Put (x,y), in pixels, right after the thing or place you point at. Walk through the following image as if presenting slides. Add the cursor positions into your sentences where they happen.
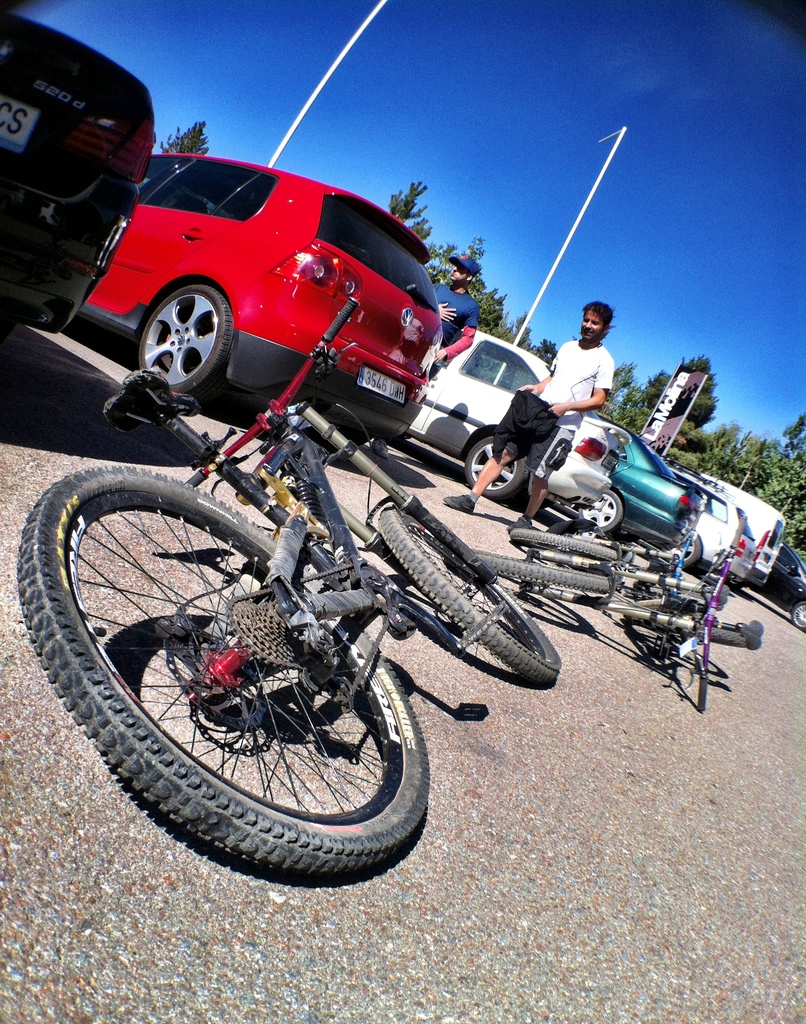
At the bottom of the image (276,952) I can see the road (316,970). In the middle of the image (498,421) I can see vehicles (600,488). In the background (503,310), I can see groups of trees (441,278). There is a sky (503,206) on the top of this image (505,148).
